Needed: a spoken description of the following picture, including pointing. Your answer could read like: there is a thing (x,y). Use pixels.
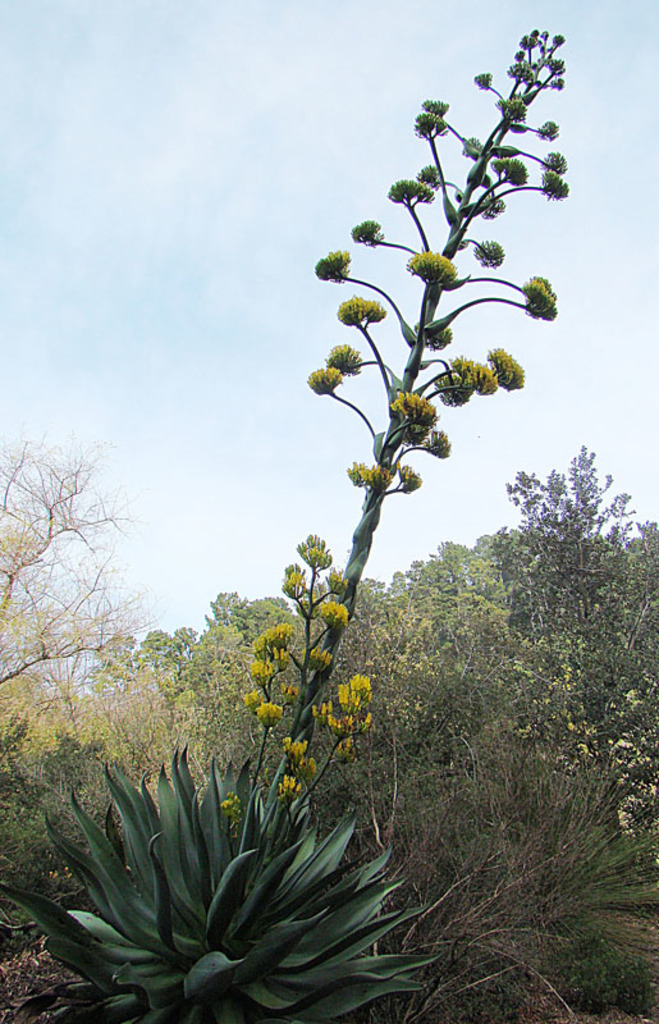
In the center of the image (301,555) there is a plant (317,966). In the background of the image (287,603) there are trees (183,643) and sky (154,389).
